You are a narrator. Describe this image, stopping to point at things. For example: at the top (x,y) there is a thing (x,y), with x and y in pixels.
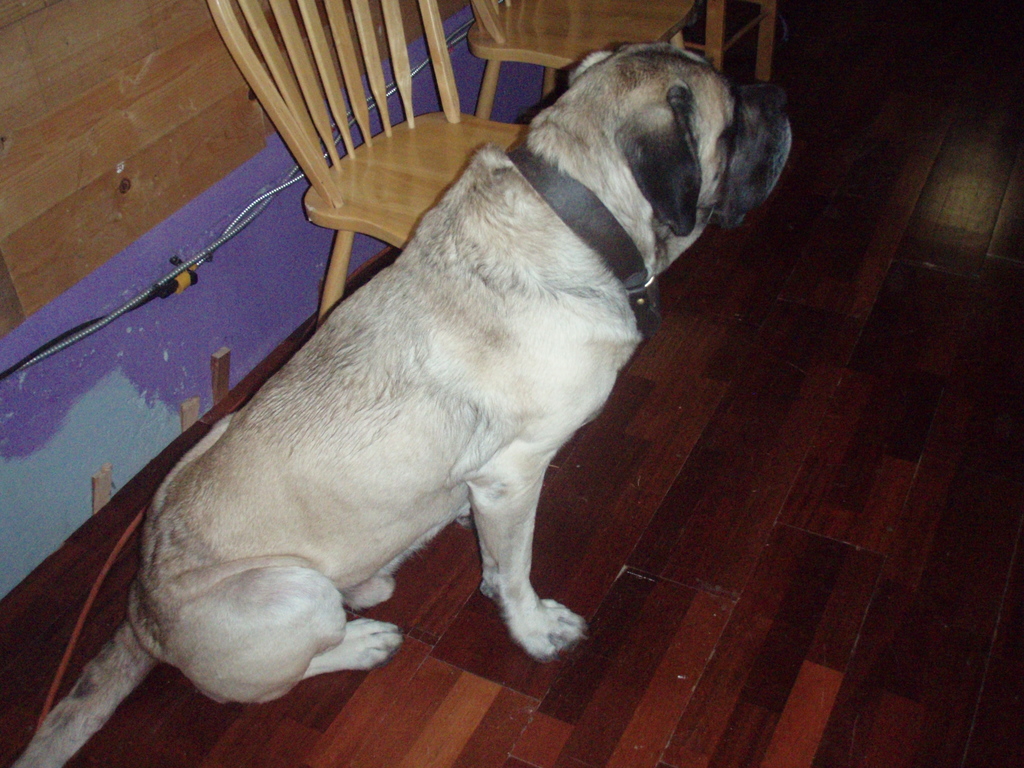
This picture is of inside. On the left (224,563) there is a Dog (507,336) sitting on the ground (367,721) and wearing a belt (618,247). On the top left corner (275,115) there are two wooden chairs (401,159) placed on the ground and we can see the wooden board (165,102) and some wires (31,354) in the background (16,362).
